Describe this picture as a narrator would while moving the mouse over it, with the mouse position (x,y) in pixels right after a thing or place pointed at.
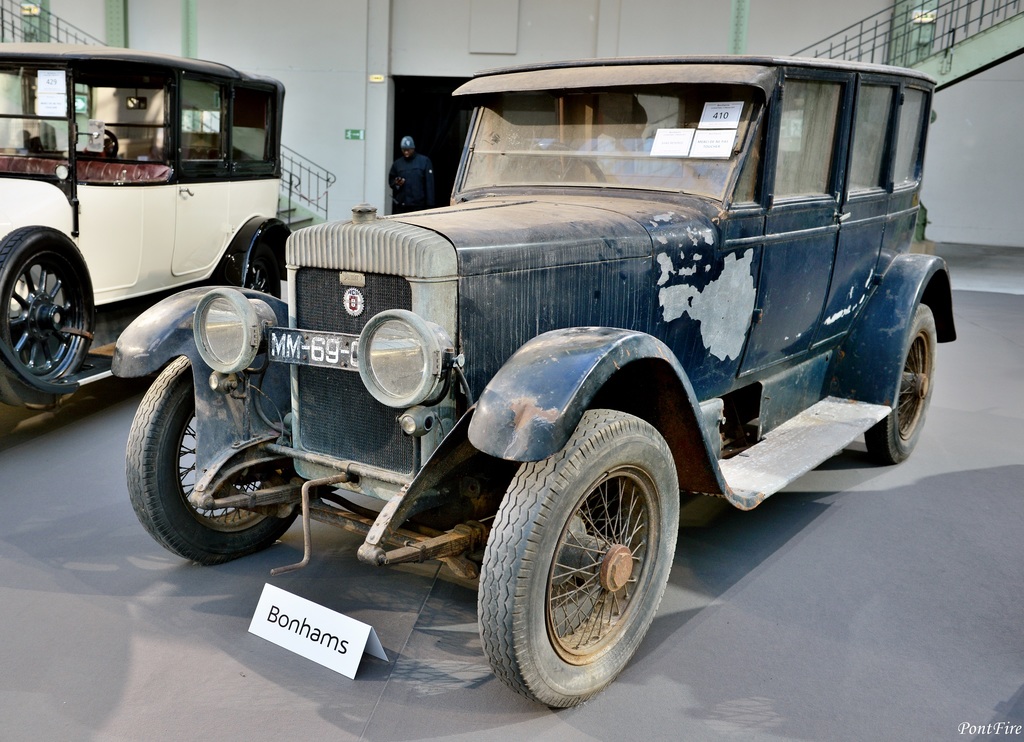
In this image I can see two vehicle (138,457) visible on the floor (822,644) and at the top (390,36) I can see the building (699,2) and stair case (879,9) and a person (396,169) and wall (349,154) of the building (224,27).
